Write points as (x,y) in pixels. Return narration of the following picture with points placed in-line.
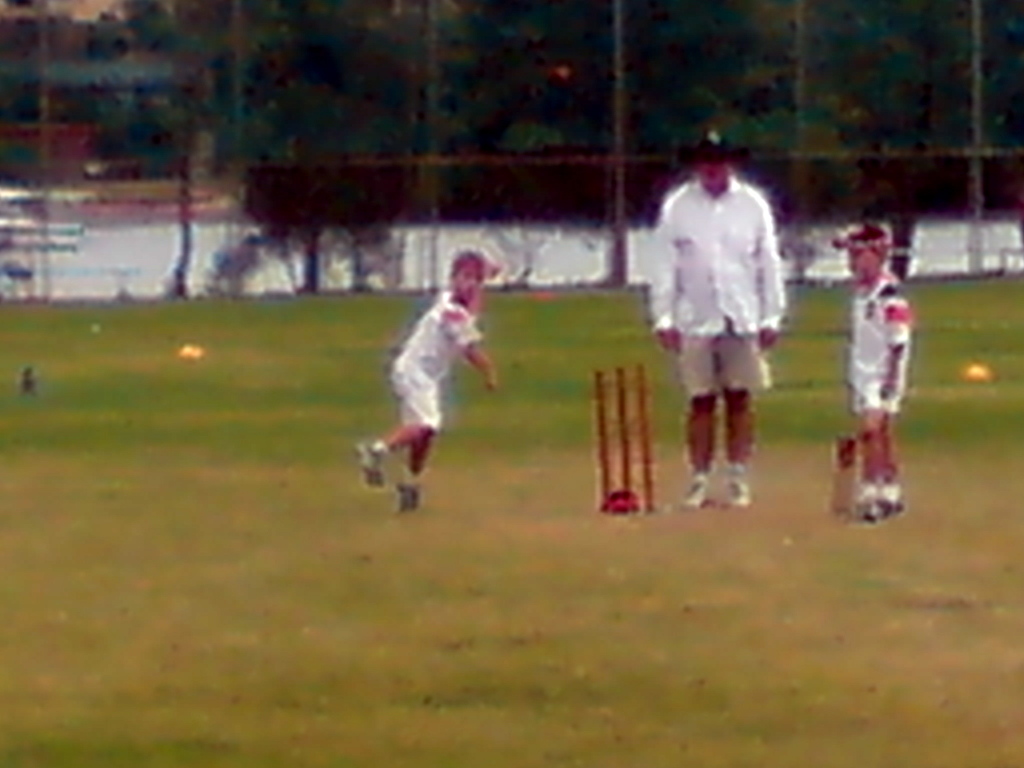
In the image there are two kids (467,350) and one man (741,222) standing on the ground (755,451). And also there are wickets (625,437). Behind them there is blur image with fencing (71,229) and trees (508,47).
